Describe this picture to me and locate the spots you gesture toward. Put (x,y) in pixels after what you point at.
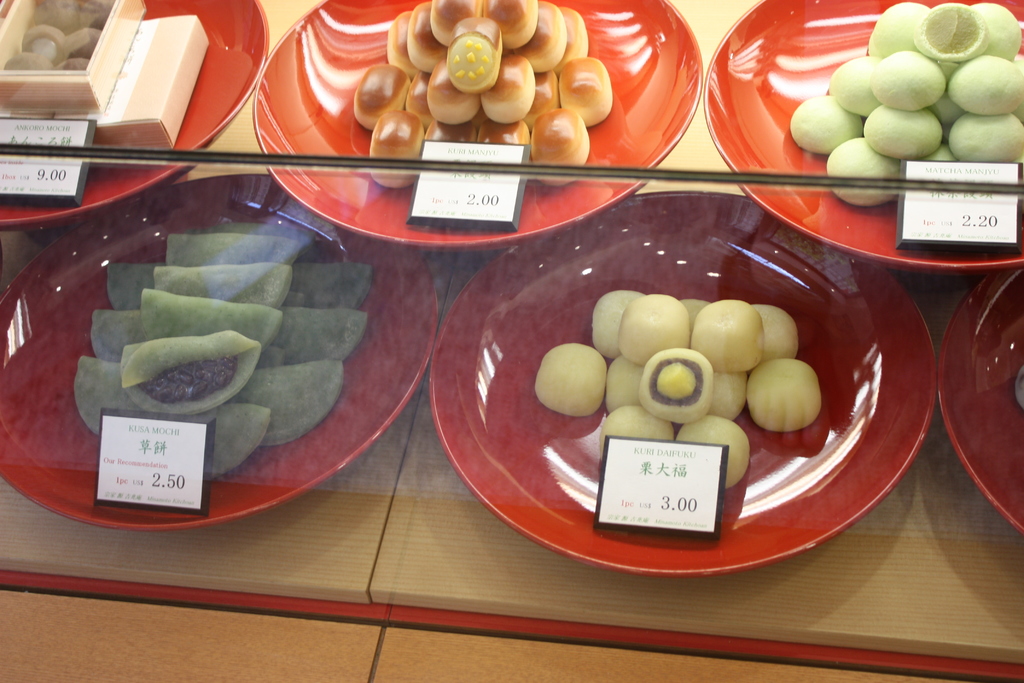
In this image we can see food (211,321) placed in different plates (367,395) along with the information labels (625,454).
